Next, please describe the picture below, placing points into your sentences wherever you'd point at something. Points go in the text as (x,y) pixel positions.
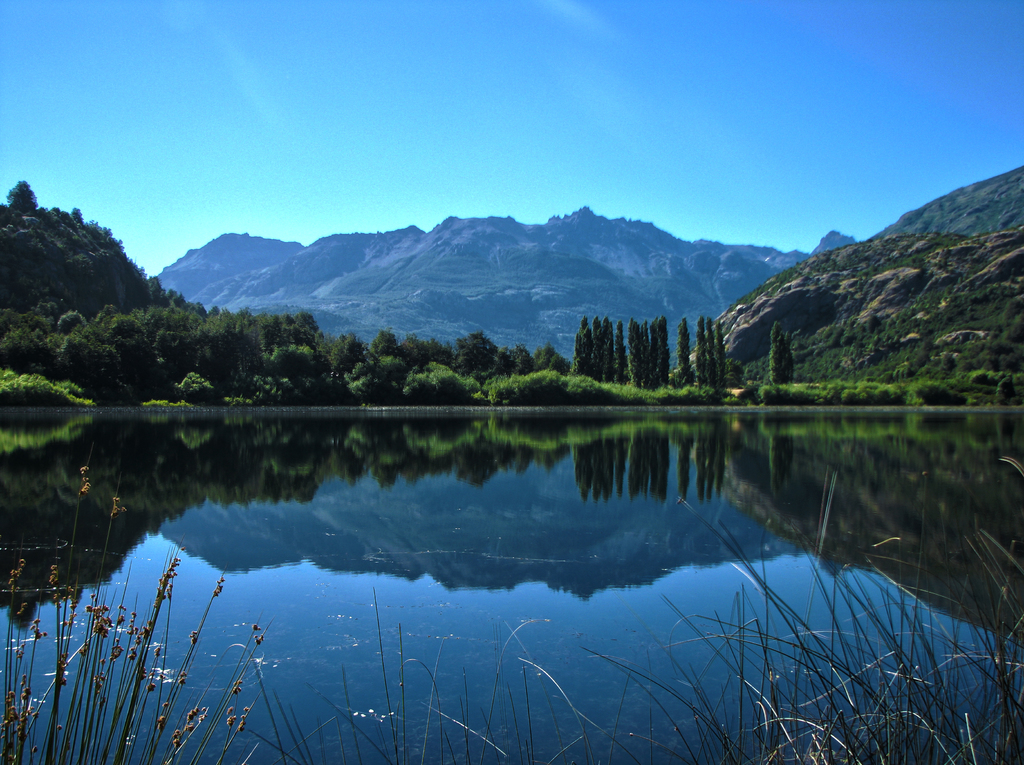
In this image I can see water (561,575), number of trees (15,391), mountains (476,241) and the sky (552,112) in background (552,112). I can also see reflection (465,510) here on water (363,544).
